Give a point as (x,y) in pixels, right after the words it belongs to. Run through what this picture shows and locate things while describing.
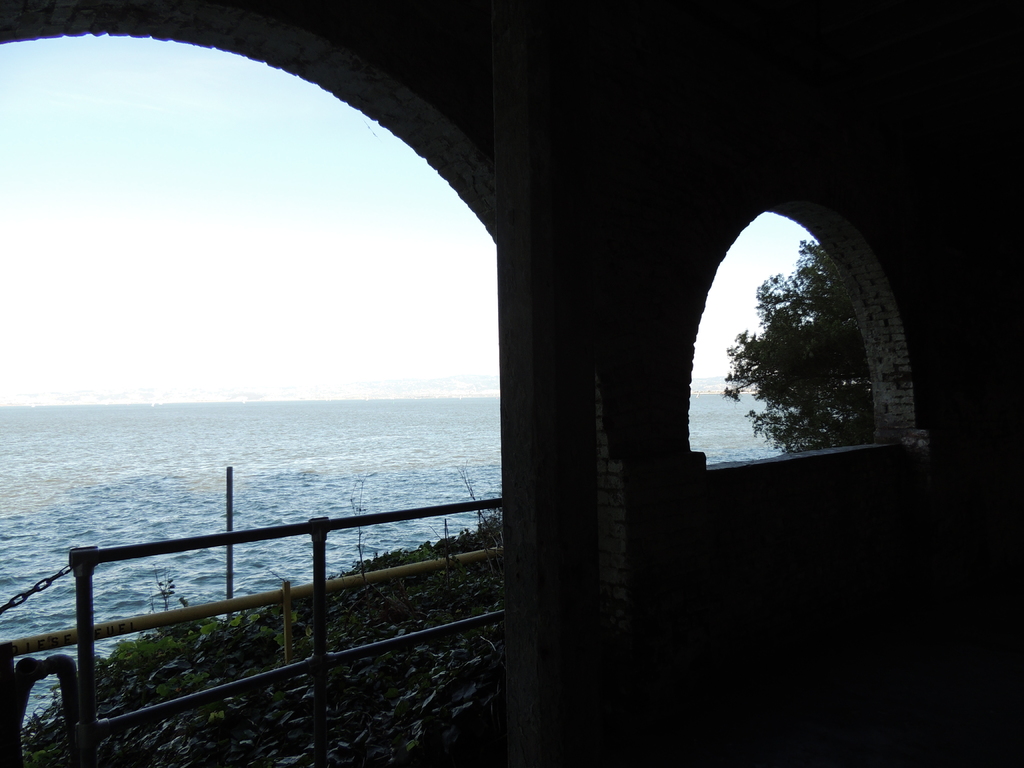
In this image we can see water (286,408), plants (389,613), trees (809,339), building (907,11) and sky (121,207).
